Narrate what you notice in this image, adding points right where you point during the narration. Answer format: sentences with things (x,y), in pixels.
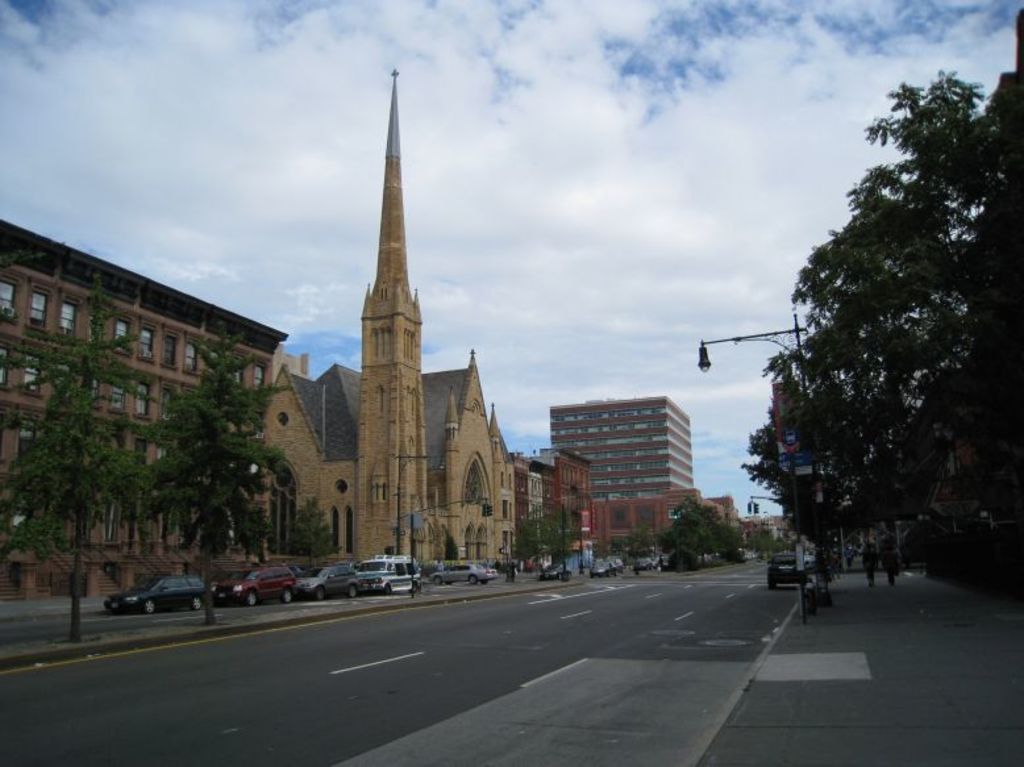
In this image, we can see a road (510,636) in between trees (864,400). There are cars (493,575) beside buildings (318,474). There is a street pole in the middle of the image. There is a sky (630,96) at the top of the image (639,118).
